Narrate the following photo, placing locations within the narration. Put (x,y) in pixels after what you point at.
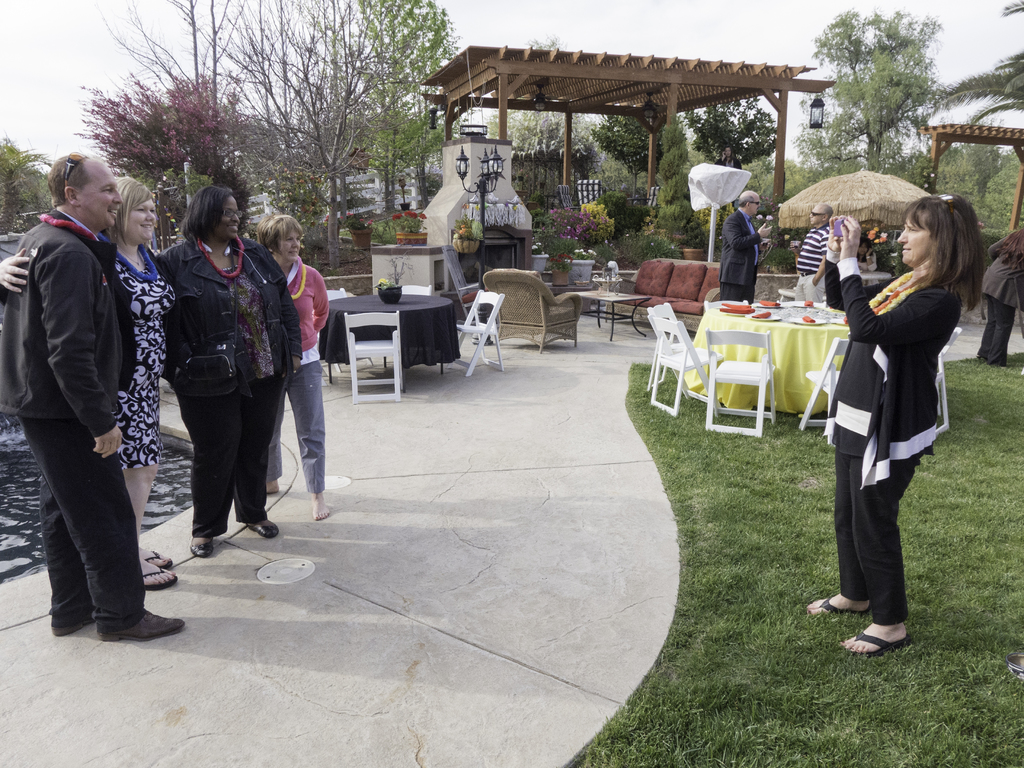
In this picture there are four people (174,288) who are standing to the left (300,358). A woman (861,359) holding a camera (837,228) in her hand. There is some grass (933,529) on the ground (752,556). There is a food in the plate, a yellow cloth (783,342) on the table (791,341). There are some chairs (738,364) to the right (693,365). A flower pot (381,294) is visible on the table (415,307). There is a lantern (482,156), some trees (657,160), sofa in the background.
